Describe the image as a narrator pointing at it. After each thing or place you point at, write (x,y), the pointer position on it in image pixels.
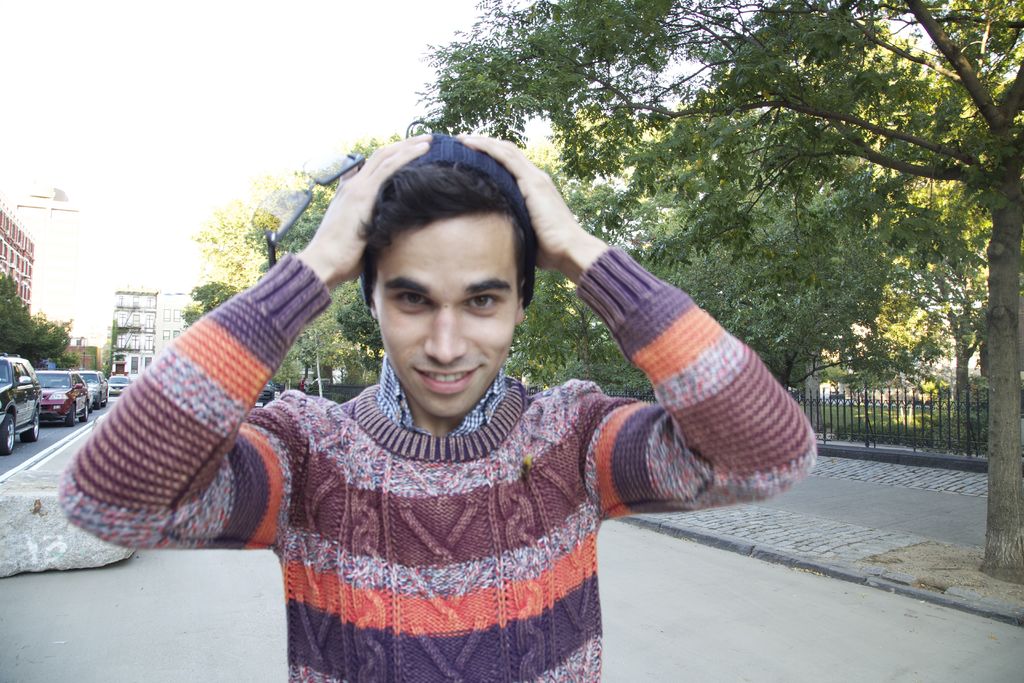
In the image there is a man (477,326) standing in the foreground (354,461), behind him there are cars (35,404), trees (858,303) and buildings (154,318).
